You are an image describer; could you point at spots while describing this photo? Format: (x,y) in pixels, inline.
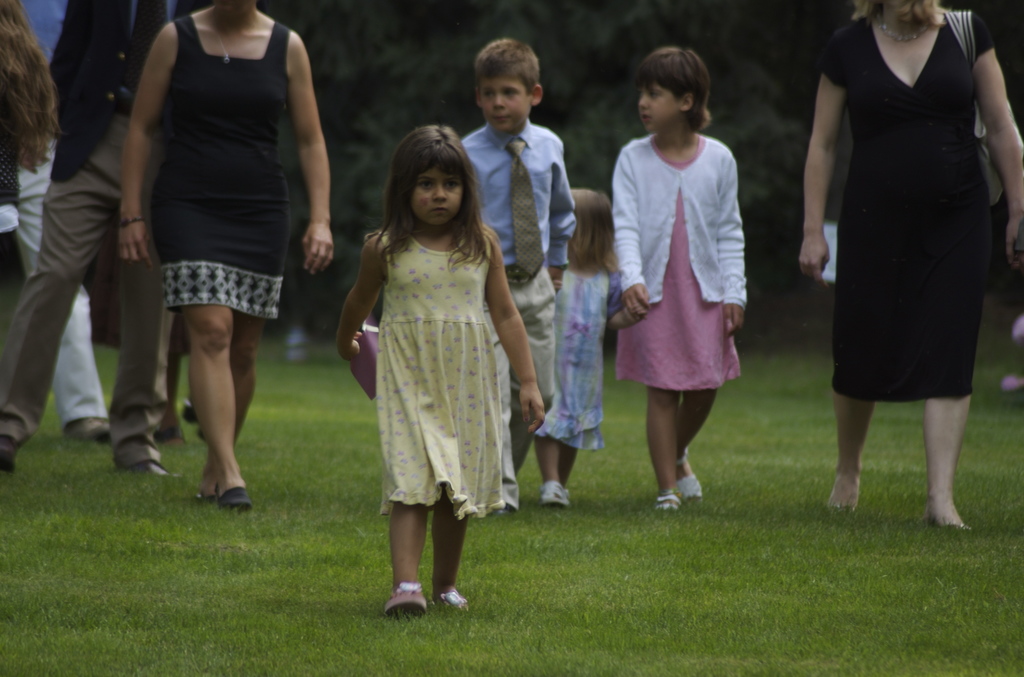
The girl (473,310) in front of the picture wearing a yellow dress (471,359) is holding a purple color thing (375,359) in her hand (355,341). Behind her, we see children (598,221) and two women (197,192) are walking. At the bottom of the picture (611,615), we see the grass (239,585). There are trees (589,85) in the background (472,115).
